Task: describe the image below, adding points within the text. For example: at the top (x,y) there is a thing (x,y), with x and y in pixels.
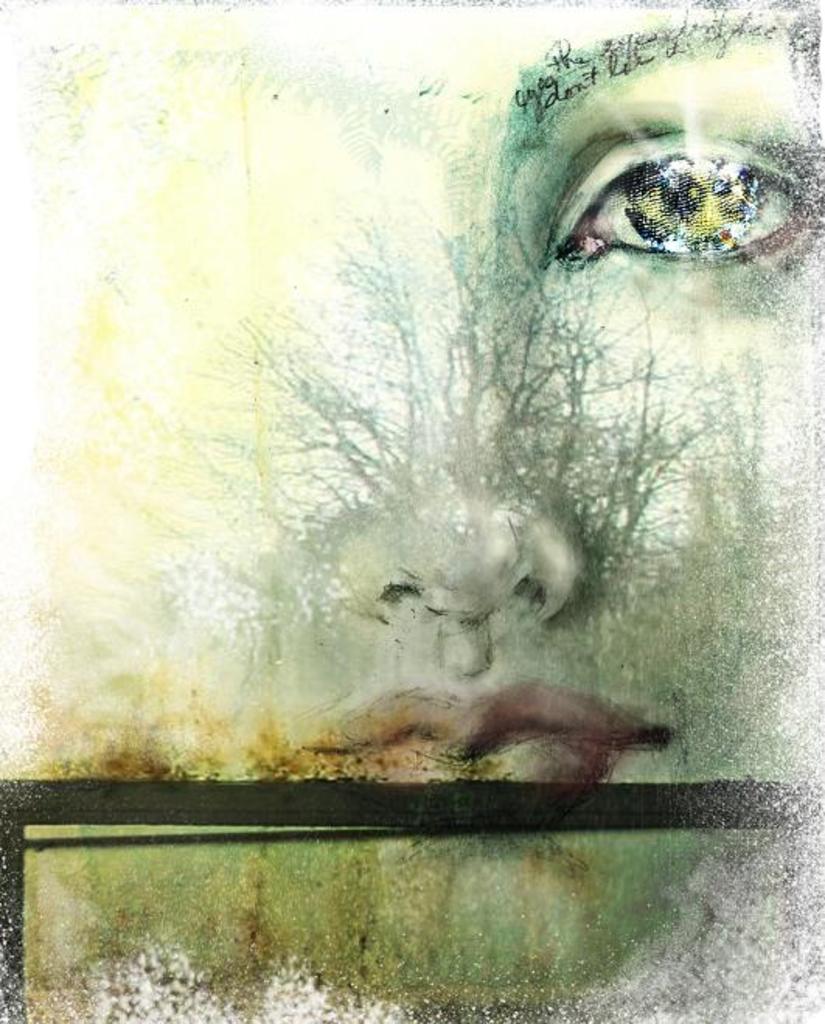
In the picture I can see the art of a human face (552,719) who is having eyes (602,256), nose (371,558) and lips (545,700).
